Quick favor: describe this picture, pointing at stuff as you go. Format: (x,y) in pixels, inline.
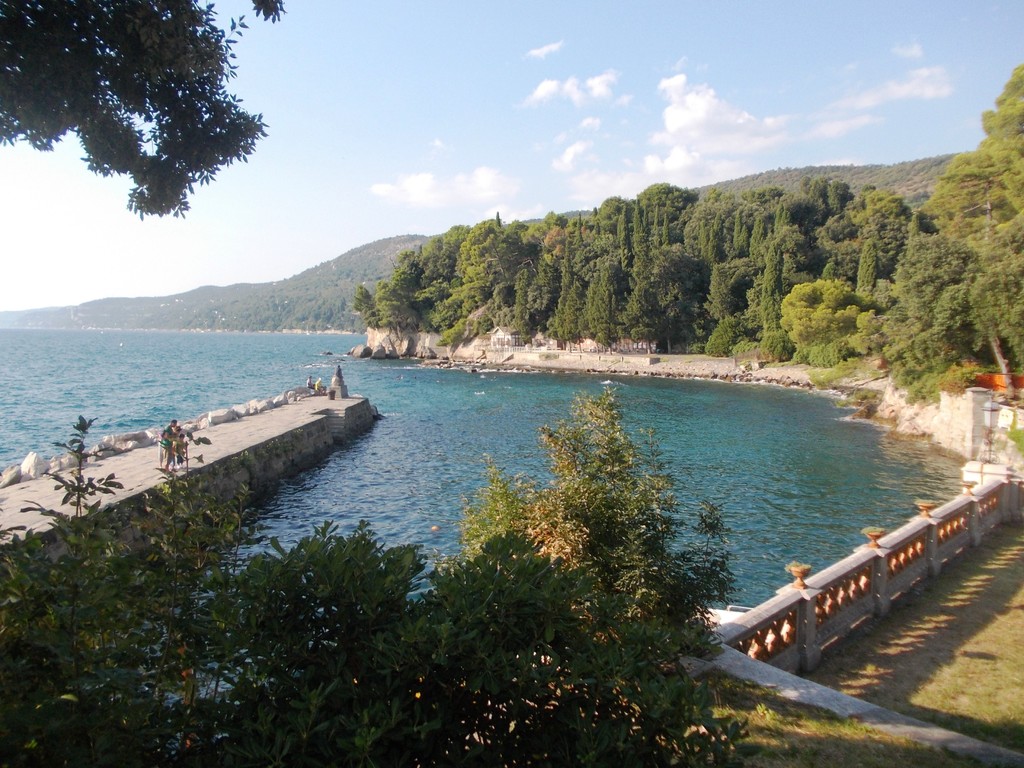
In this image I can see the group of people (180,454). To the side of these people (174,445) I can see water (422,447) and many trees (563,474). To the right (863,555) I can see the railing (802,612). In the background (319,305) I can see the mountains (324,288), clouds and the sky (341,126).
